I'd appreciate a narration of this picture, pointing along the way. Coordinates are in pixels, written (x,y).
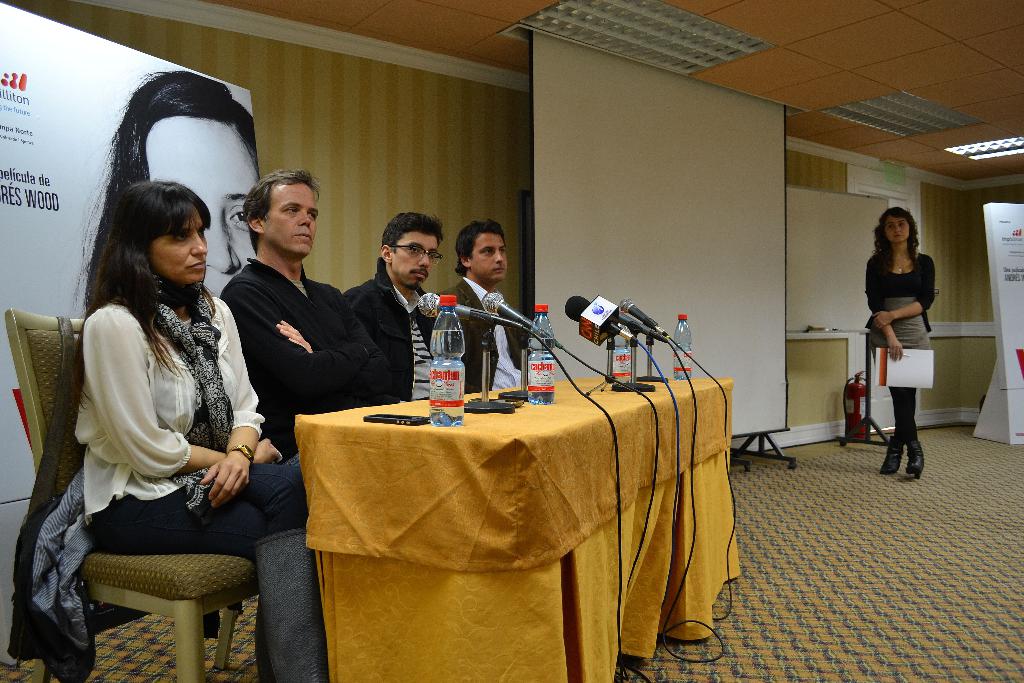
In this image I can see there are four persons (419,312) visible in front of the table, on the table (512,460) I can see a yellow color cloth (459,447) and mics (597,332) and bottles (453,416) kept on it and I can see a woman (918,341) holding a paper (931,385) standing on floor (882,516) on the right side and I can see a white color board (671,324) visible in the middle (662,312), on the left side (161,119) I can see a hoarding (70,139) and on the right side (999,262) I can see another hoarding board (1011,226), at the top (717,67) I can see roof (803,91) and lights (753,35).
